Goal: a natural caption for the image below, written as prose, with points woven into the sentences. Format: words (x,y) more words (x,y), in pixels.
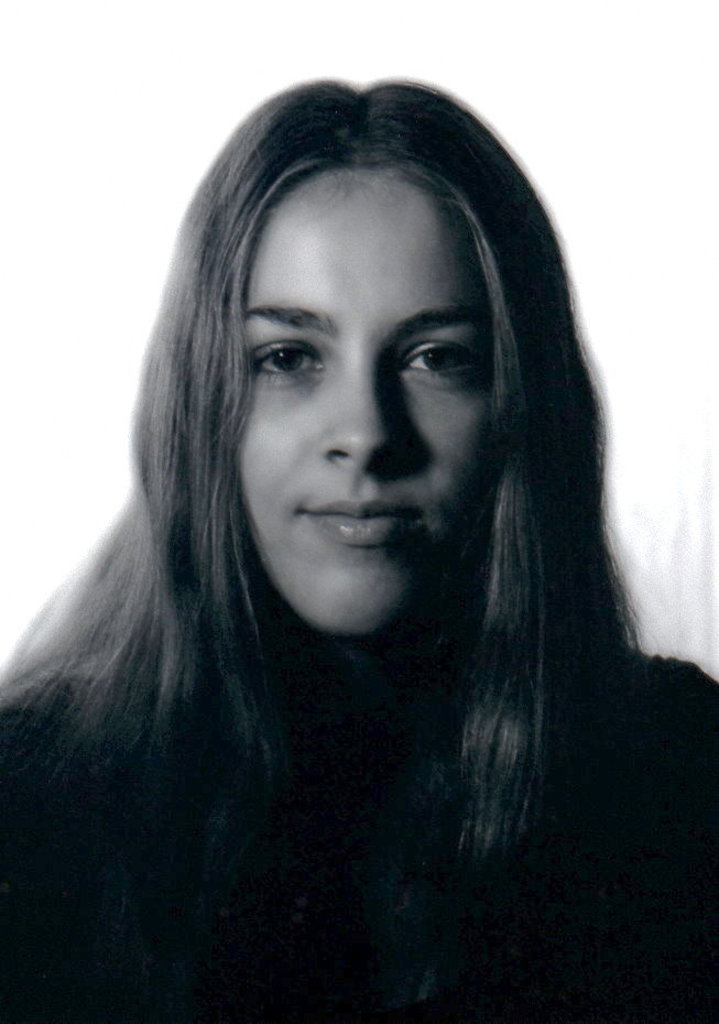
In this image I can see the person (341,688) wearing the dress (352,759) and this is a black and white image.
